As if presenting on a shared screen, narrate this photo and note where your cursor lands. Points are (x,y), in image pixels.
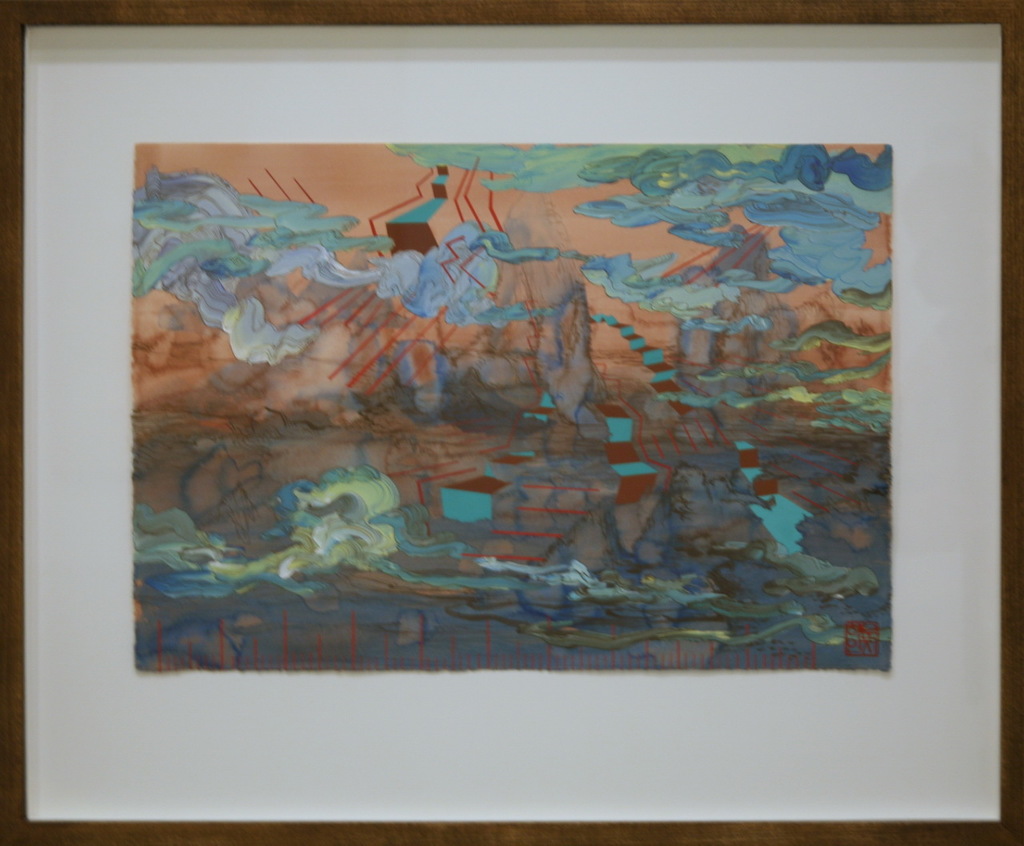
In this picture we can see a photo frame (934,786) here, there is a painting (518,446) here.
